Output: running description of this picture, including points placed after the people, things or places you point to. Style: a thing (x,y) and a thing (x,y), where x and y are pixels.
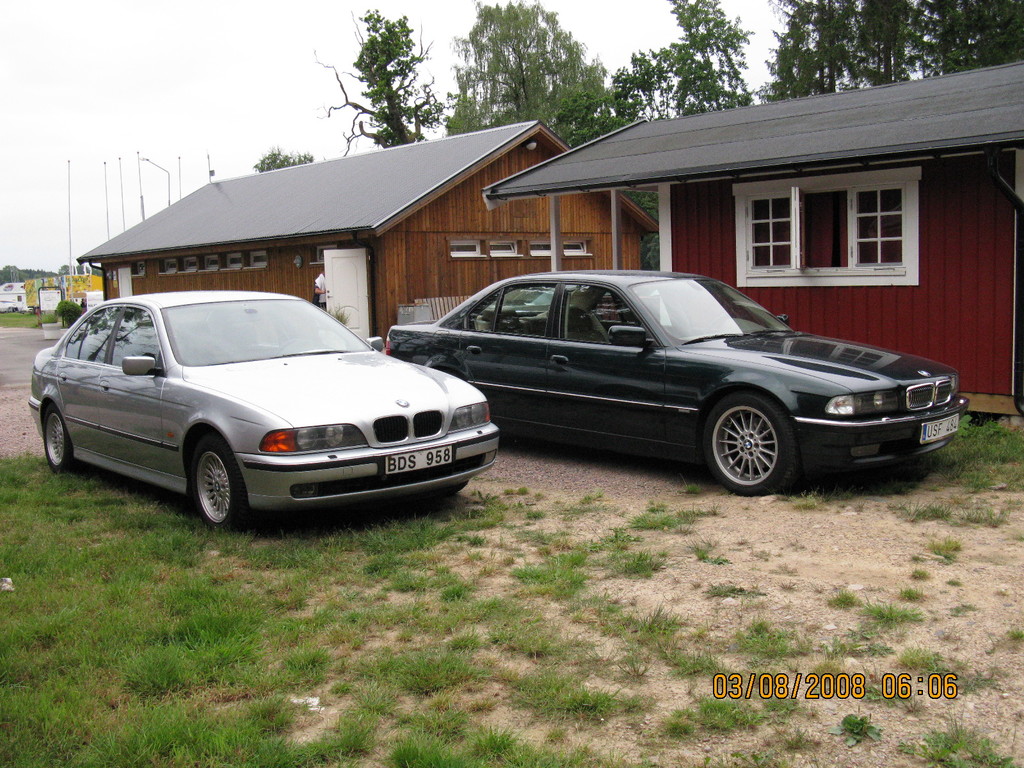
In this image, we can see cars (688,334) are parked on the ground (567,481). Here we can see grass (376,689). Background (859,298) there are few houses (1006,282), windows (818,261), door (339,287). Here we can see a person (322,296). Top of the image (306,160), there are few trees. At the bottom of the image (765,686), we can see a watermark (891,685). It represents date and time.
